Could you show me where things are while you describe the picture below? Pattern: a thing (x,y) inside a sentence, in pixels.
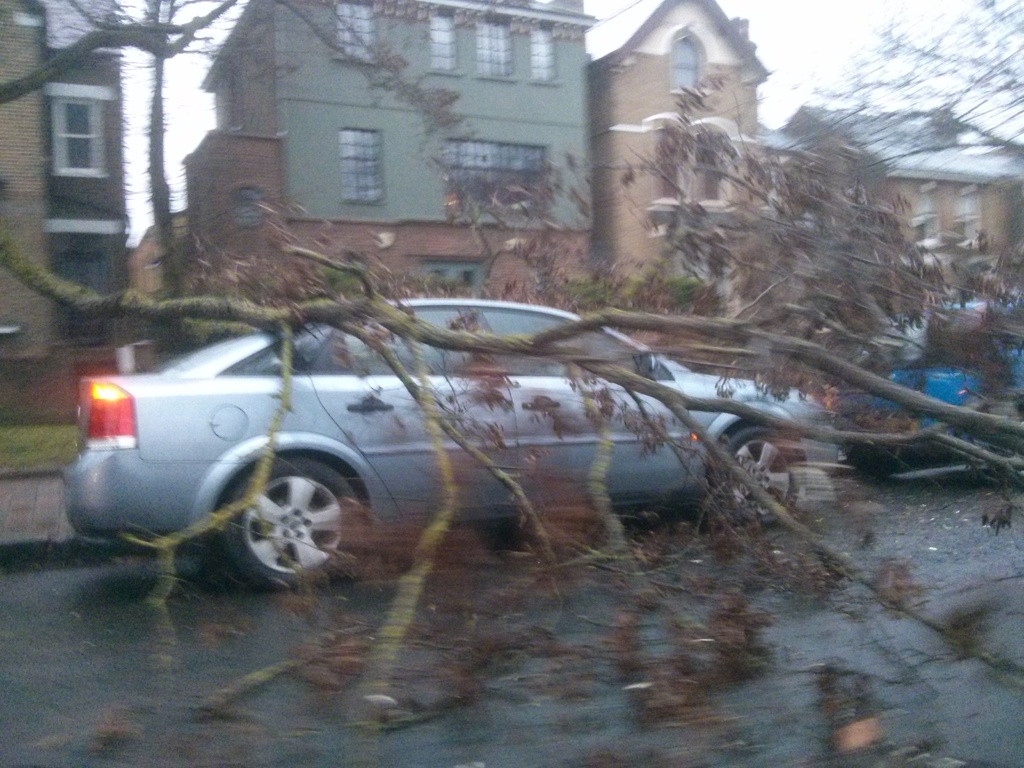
In this image we can see many buildings (545,148). There are many trees (445,457) in the image. There is a road (49,697) in the image. There are two cars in the image. There is a sky (831,23) in the image.
